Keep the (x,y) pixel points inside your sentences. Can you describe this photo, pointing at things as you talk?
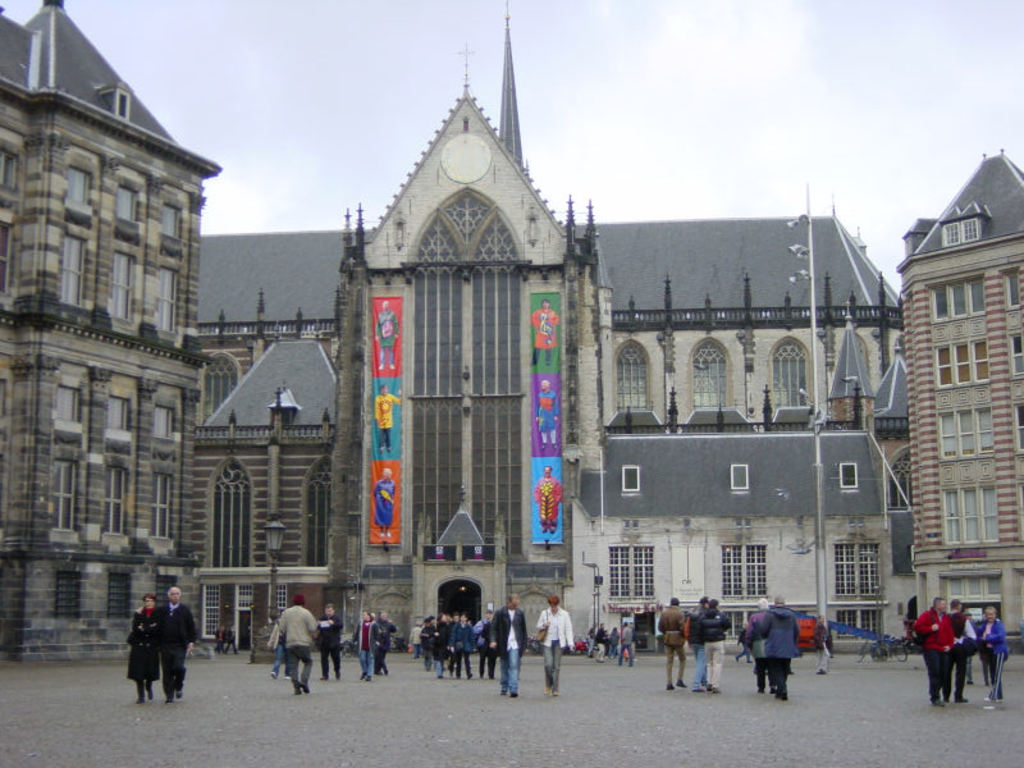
This image is clicked on the road (636,660). There are many people (501,648) walking on the ground (320,720). Behind them there are buildings (322,389). There are banners (389,417) on the buildings (487,456). There are pictures (391,467) of people (383,439) on the banners (383,463). At the top (593,5) there is the sky (603,0). To the right (812,402) there are light poles (818,380) in front of the building (779,550).
